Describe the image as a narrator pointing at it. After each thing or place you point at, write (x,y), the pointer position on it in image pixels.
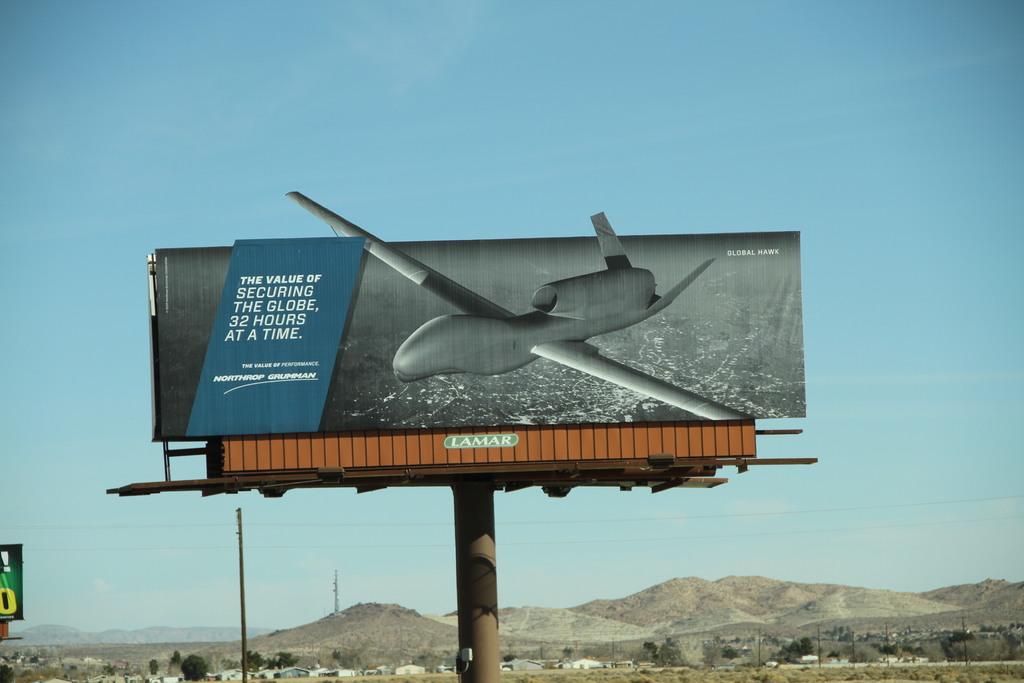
In this picture there is a poster (254,356) in the center of the image (462,410) and there are houses (87,660) and trees (789,649) at the bottom side of the image (70,670).
